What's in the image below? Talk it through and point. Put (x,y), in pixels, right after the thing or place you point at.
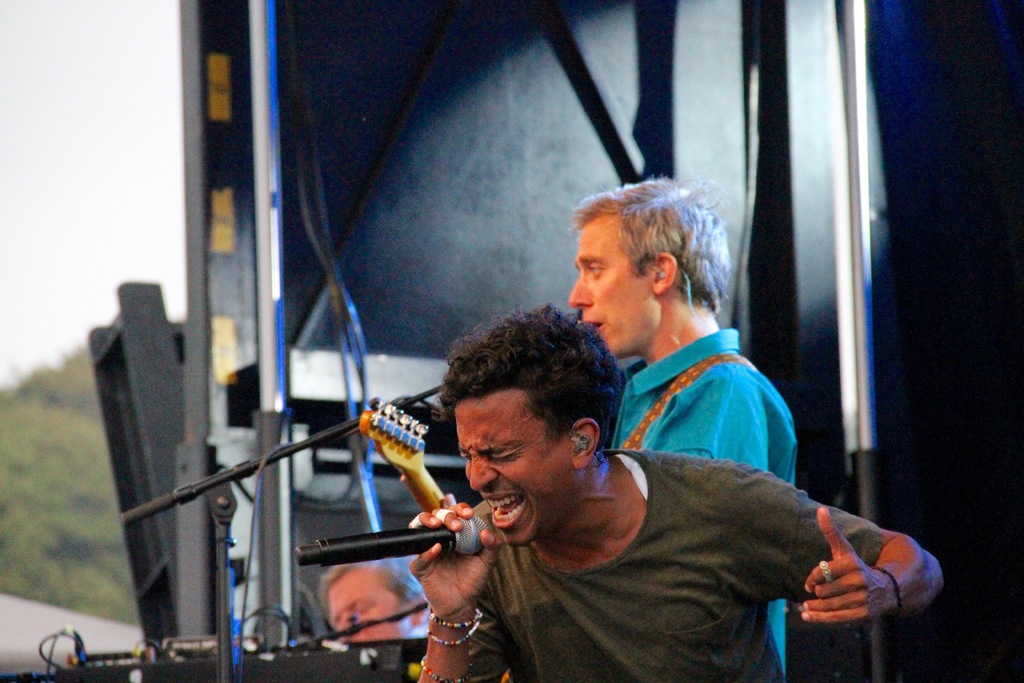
In this image we can see a man (452,680) holding a mike (382,544) with his hand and he is singing. In the background (71,669) we can see two people (631,407), rods (860,15), wires (75,641), trees (106,490), sky (71,42), and few objects (246,455).
